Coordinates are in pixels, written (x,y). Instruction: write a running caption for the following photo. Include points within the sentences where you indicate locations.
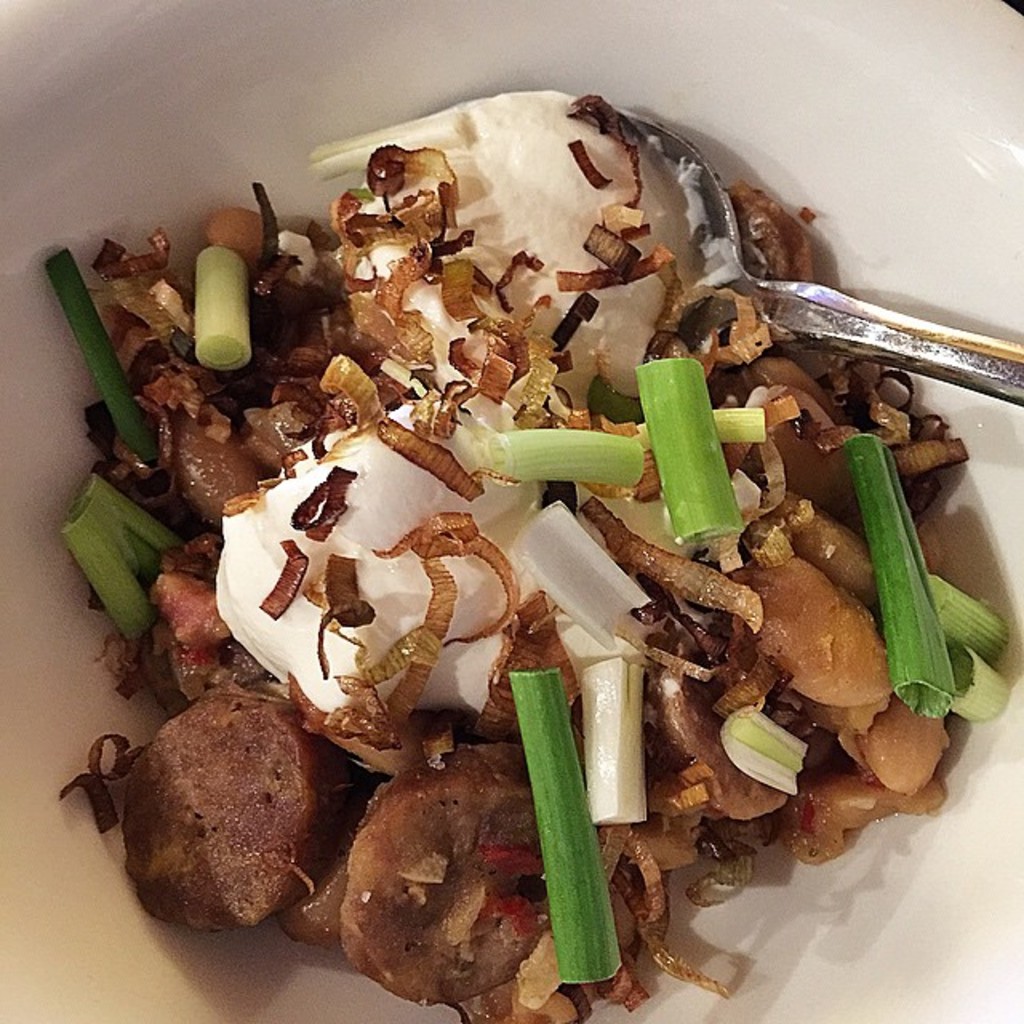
In this image I can see the food (376,440) on the white color plate (477,21). The food (386,326) is in green, white and brown color. I can also see the spoon (968,360) in the food (574,441).
